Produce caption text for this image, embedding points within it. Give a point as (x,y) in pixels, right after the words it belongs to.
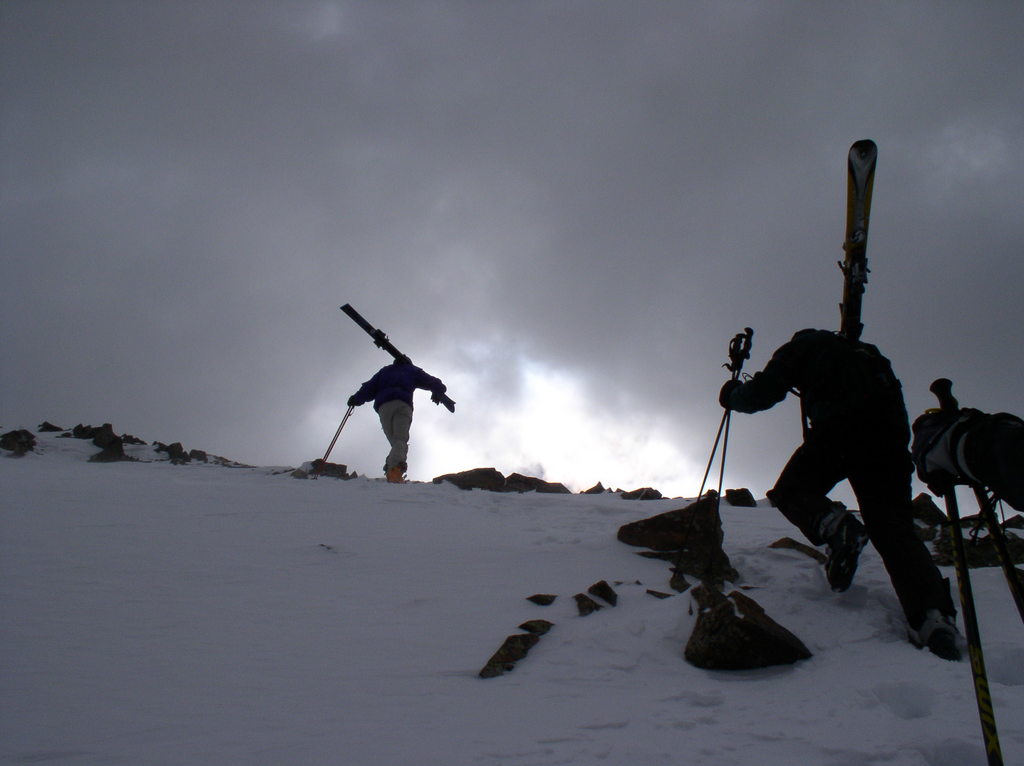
In this image we can see some persons (412,416), snow (42,574), rocks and other objects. At the top of the image (603,214) there is the sky (823,54). At the bottom of the image (605,697) there is the snow (671,762).
